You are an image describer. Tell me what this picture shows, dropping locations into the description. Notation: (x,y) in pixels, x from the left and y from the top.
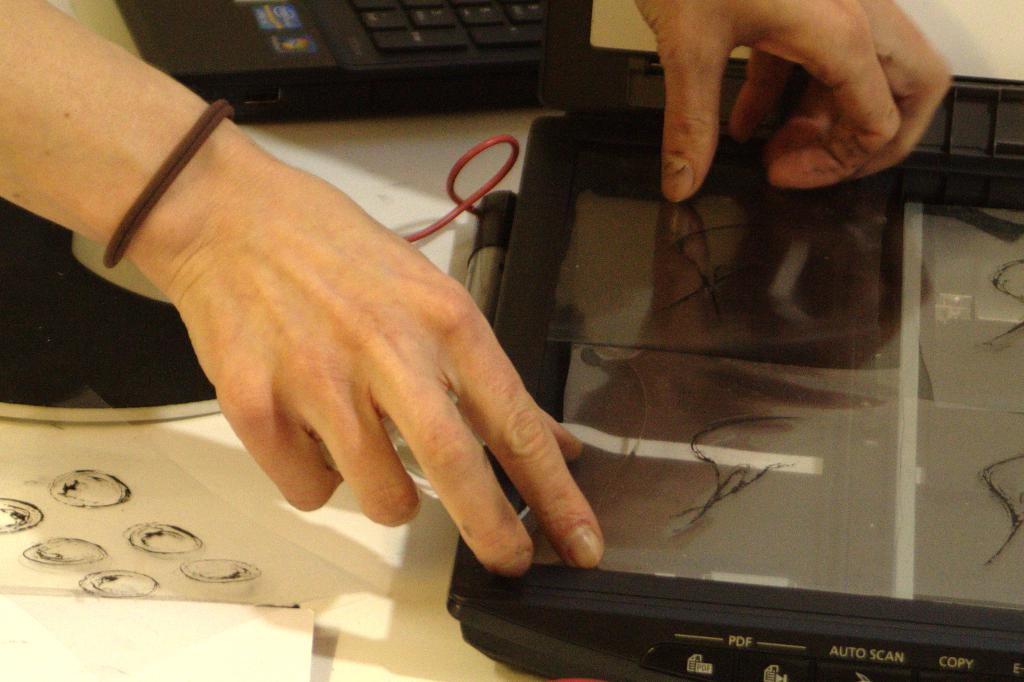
This is the picture of a table (428,204) on which there is a laptop (363,82), some electronic gadget (632,267) and also we can see a person hand (822,68).
